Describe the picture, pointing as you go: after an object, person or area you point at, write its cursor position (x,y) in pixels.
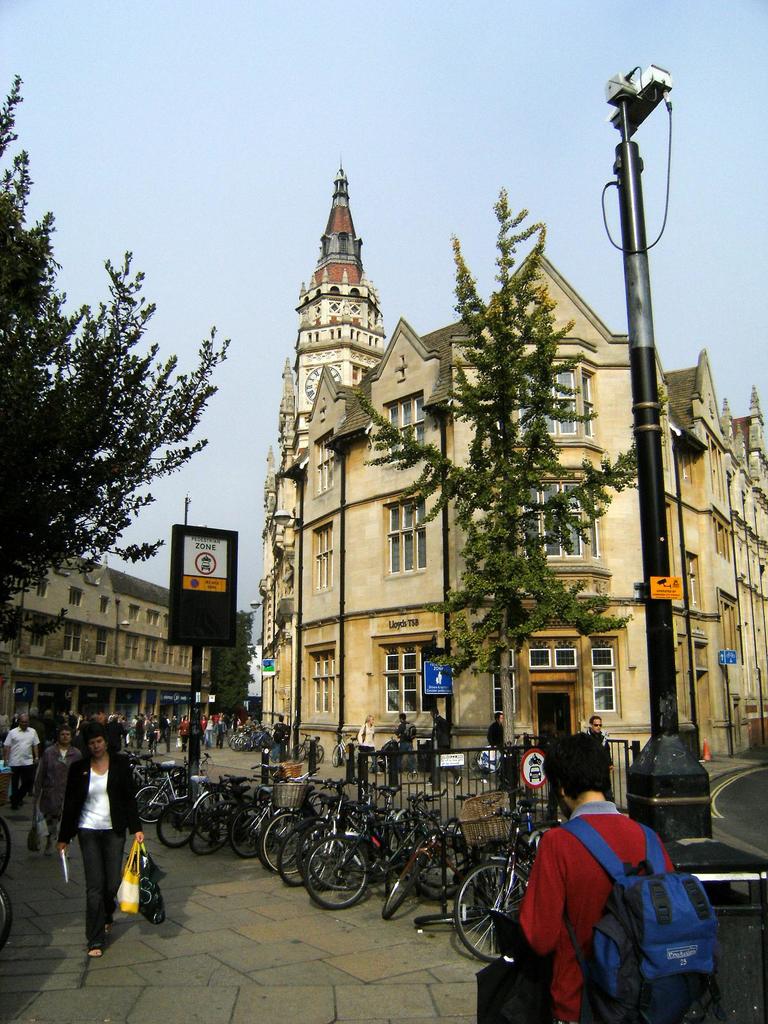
This image is taken outdoors. At the top of the image (215,226) there is the sky (539,61). At the bottom of the image (288,983) there is a floor (243,974). In the background (119,671) there are a few buildings (324,666). There are a few trees (146,453) with leaves (441,456), stems (476,495) and branches (509,639). There are a few boards (447,669) with text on them. On the right side of the image (628,196) there is a pole (632,801) with a CCTV camera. There is a signboard (528,767). There is a railing (518,768). In the middle of the image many people (206,722) are walking on the road (203,906) and many bicycles (357,827) are parked on the road (452,968).
